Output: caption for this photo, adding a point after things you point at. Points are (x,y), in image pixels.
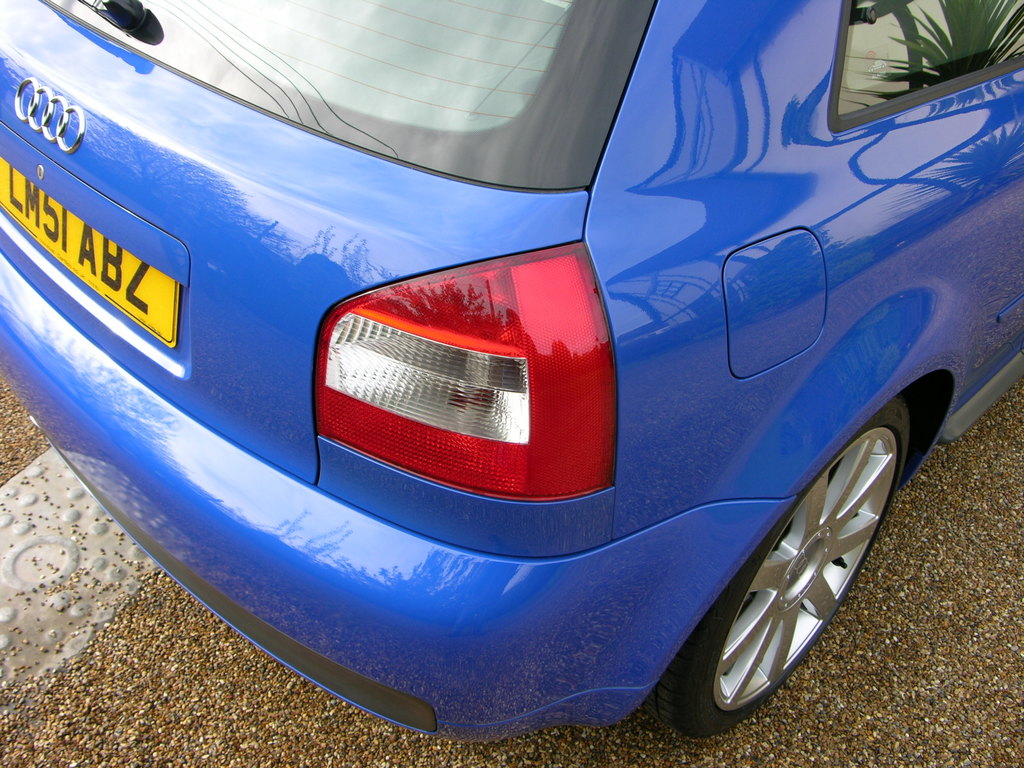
In the center of the image (580,410) we can see a car (422,468) which is in blue color. At the bottom (207,707) there is a road (363,727).
